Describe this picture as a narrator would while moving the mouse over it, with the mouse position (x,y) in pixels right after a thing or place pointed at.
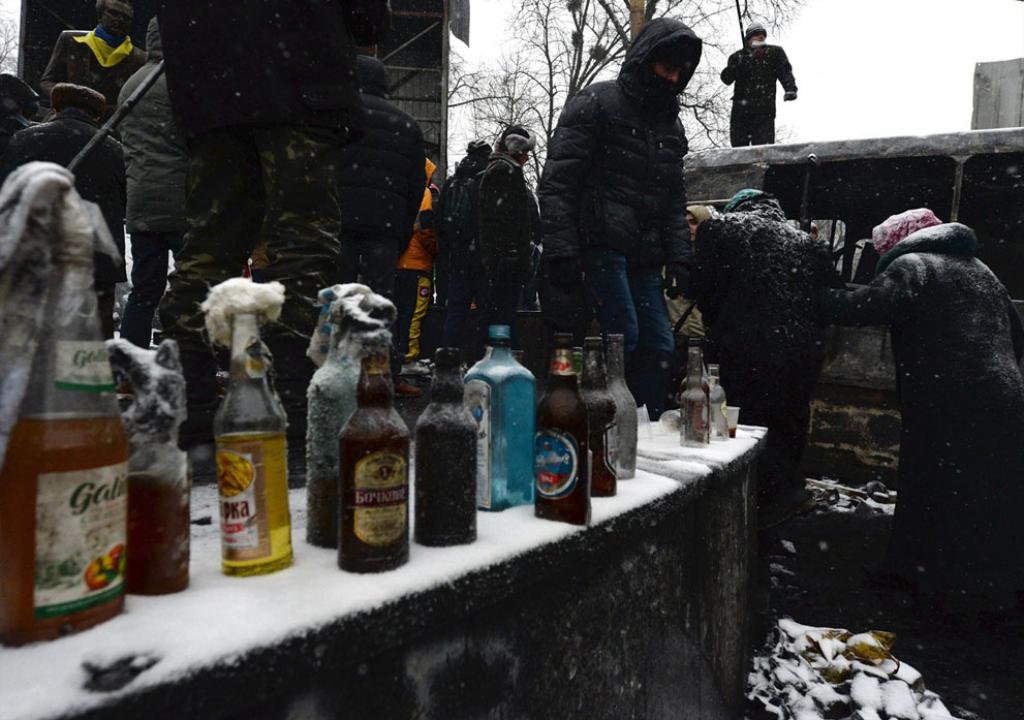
Here we can see a wine bottles (437,358) which are kept on here. In the background (325,262) we can see a group of people (360,76) who are standing.
